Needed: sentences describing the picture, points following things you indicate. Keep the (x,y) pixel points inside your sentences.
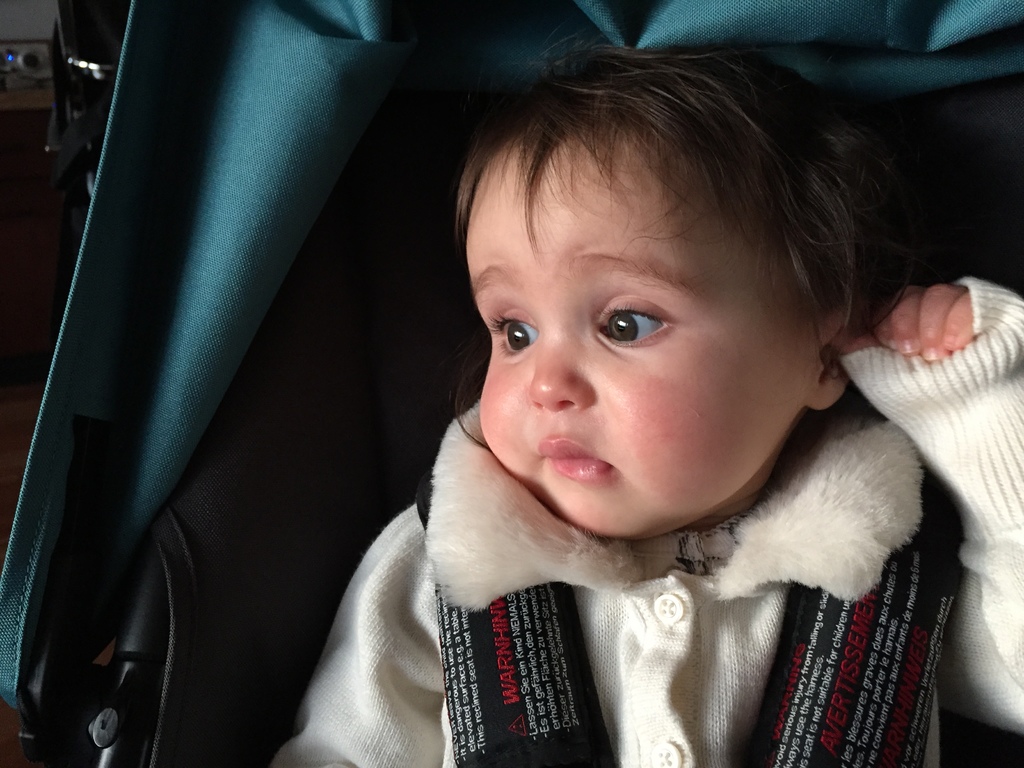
In this image I can see a baby (634,447) wearing white jacket (656,608) is sitting in a black and blue colored surface (286,396) and I can see belts (447,659) on baby (527,383) which are black in color.
